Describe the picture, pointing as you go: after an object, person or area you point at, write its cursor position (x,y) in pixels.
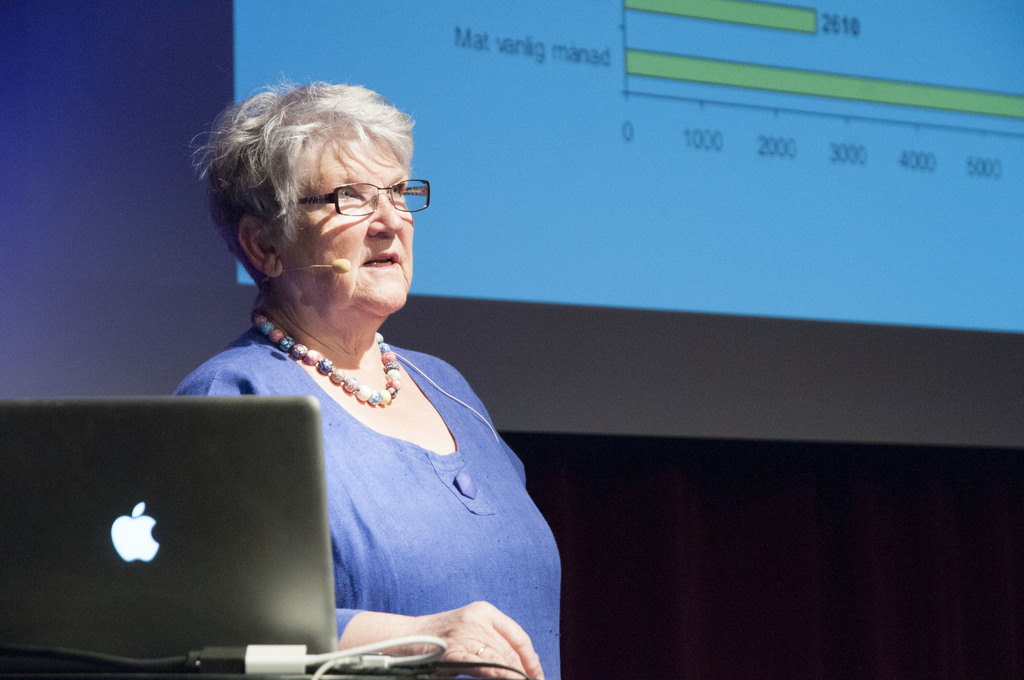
In this image there is a woman (464,460) standing. In front of her there are cable wires (382,648) and a laptop (113,461). Behind her there is a projector board (582,274). There are numbers (792,148) and text (586,51) displayed on the projector board (696,206).
